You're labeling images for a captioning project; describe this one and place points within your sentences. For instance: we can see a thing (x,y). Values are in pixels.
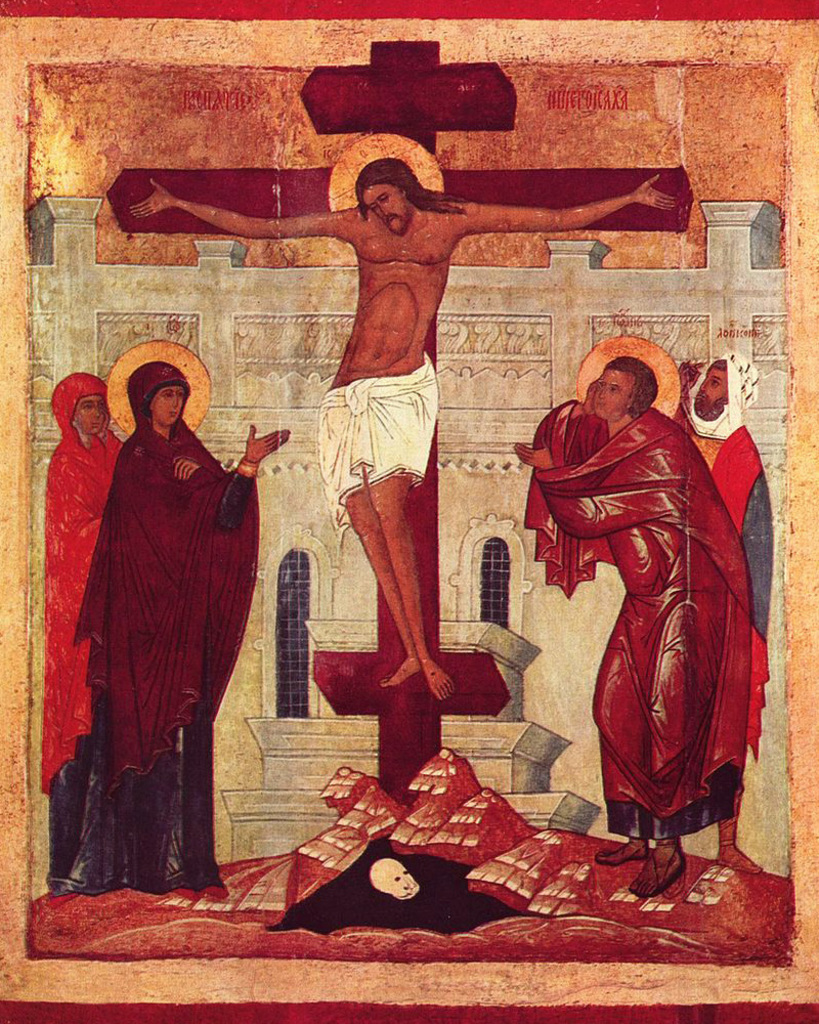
In this image we can see a drawing (296,527) of people (638,817). There is a building (316,583) with windows (295,576). There is a cross sign (123,180).
